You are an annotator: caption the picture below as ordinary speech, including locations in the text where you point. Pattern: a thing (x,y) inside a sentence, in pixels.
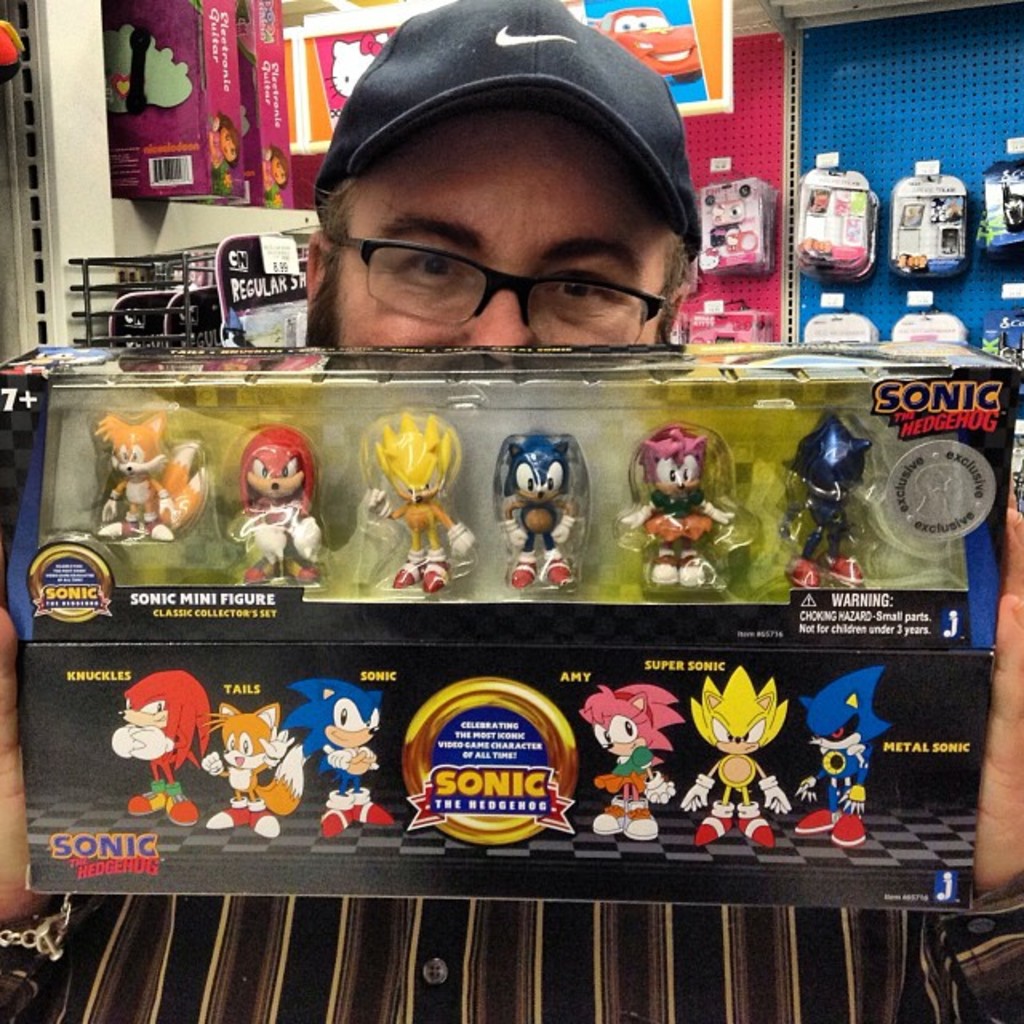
In the center of this picture (508,483) we can see a man (466,231) wearing a cap (545,52) and holding a box (468,481) containing toys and we can see the text (203,604) and pictures (277,746) of the toys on the box (930,410). In the background (802,167) we can see the wall (911,61), metal rods (124,266) and the boxes (246,22) and many other objects (932,237) and we can see the pictures (353,69) of the cartoons (357,56) on the boxes (260,82).
